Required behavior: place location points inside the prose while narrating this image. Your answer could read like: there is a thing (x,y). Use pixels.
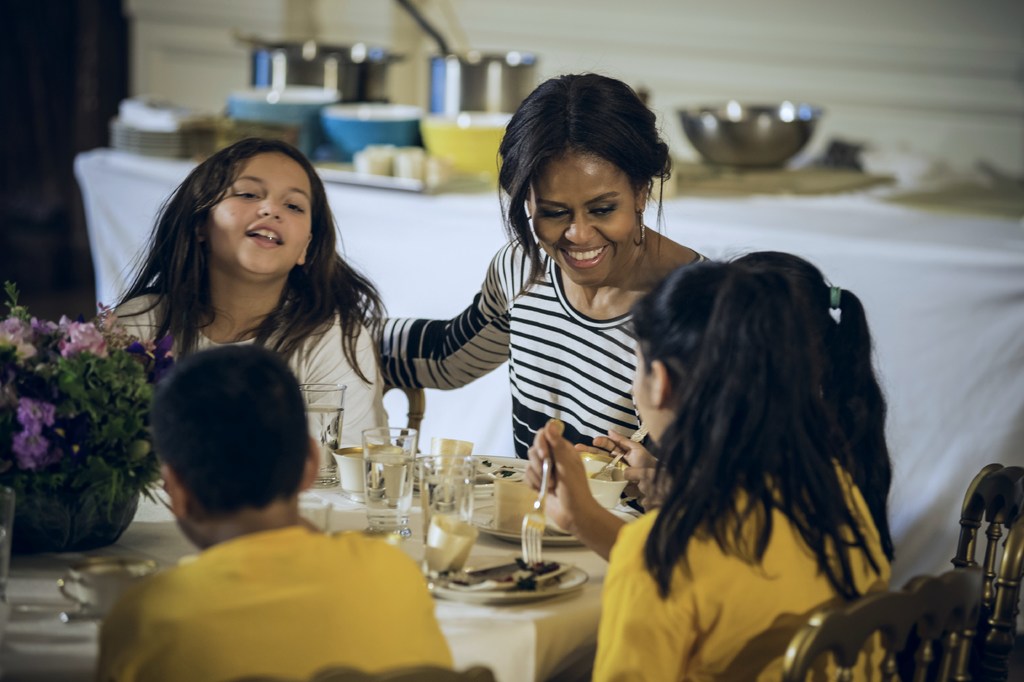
In the foreground of the picture (254,319) there are kids (637,373), woman (580,368), flower pot (89,397), plates (502,533), glasses (413,480), food items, chairs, table (506,637) and other objects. In the background (387,111) there are vessels (445,103), table (394,221), cloth (946,250) and other objects (155,130).
